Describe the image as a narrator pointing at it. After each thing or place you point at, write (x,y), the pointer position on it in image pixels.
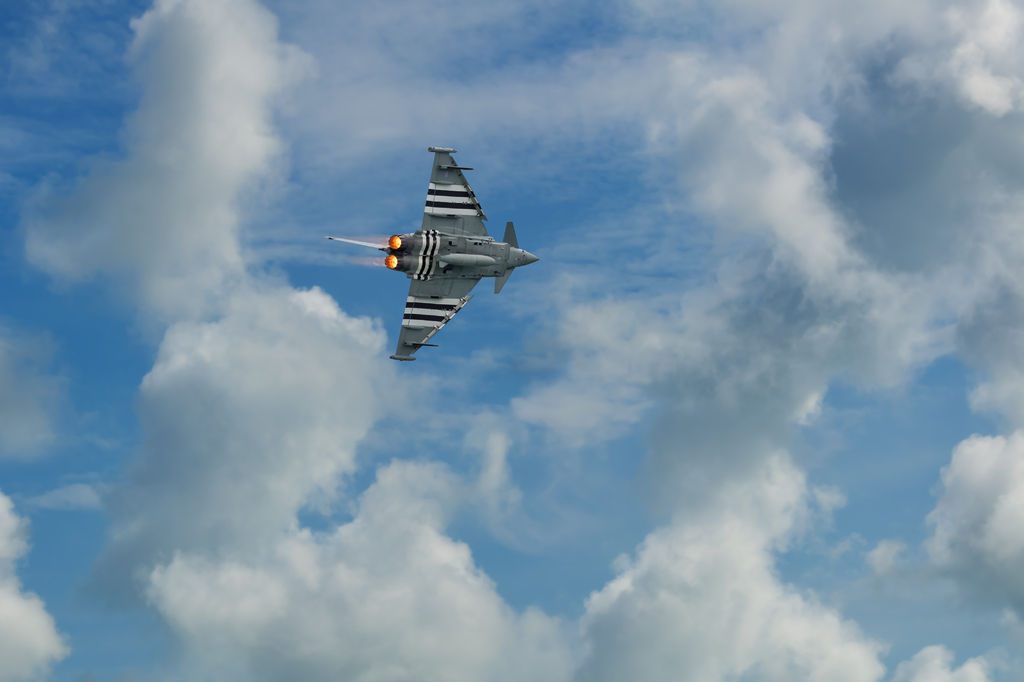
In this picture we can see an airplane (481,227) in the air (507,195). In the background of the image (433,474) we can see the sky (331,478) with clouds (453,493).
